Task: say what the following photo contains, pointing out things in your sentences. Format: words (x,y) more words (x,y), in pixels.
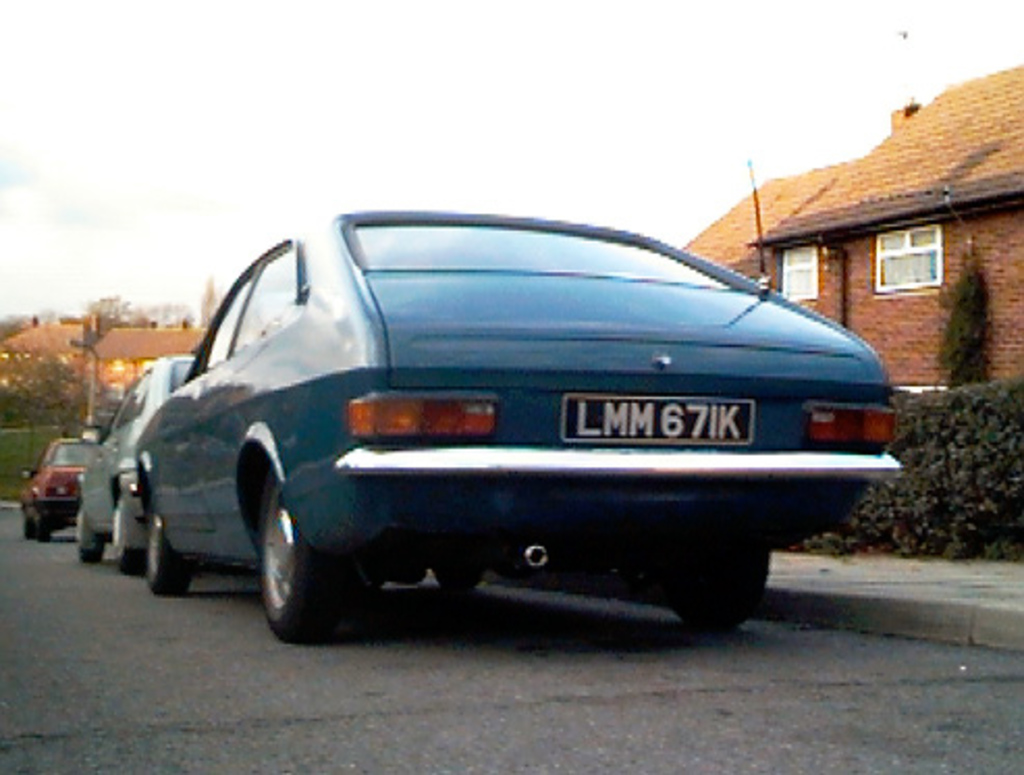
At the bottom of the image (753,559) on the road (281,686) there are cars (550,436). Beside the cars (736,552) there is a footpath (837,575). And also there are bushes (949,487). Behind the bushes (938,512) there is a house (936,165) with roofs (811,230), walls (1001,324) and windows (876,272). In the background (86,352) there are few houses (68,361) and also there are trees (30,419). At the top of the image (335,167) there is sky (519,182).
